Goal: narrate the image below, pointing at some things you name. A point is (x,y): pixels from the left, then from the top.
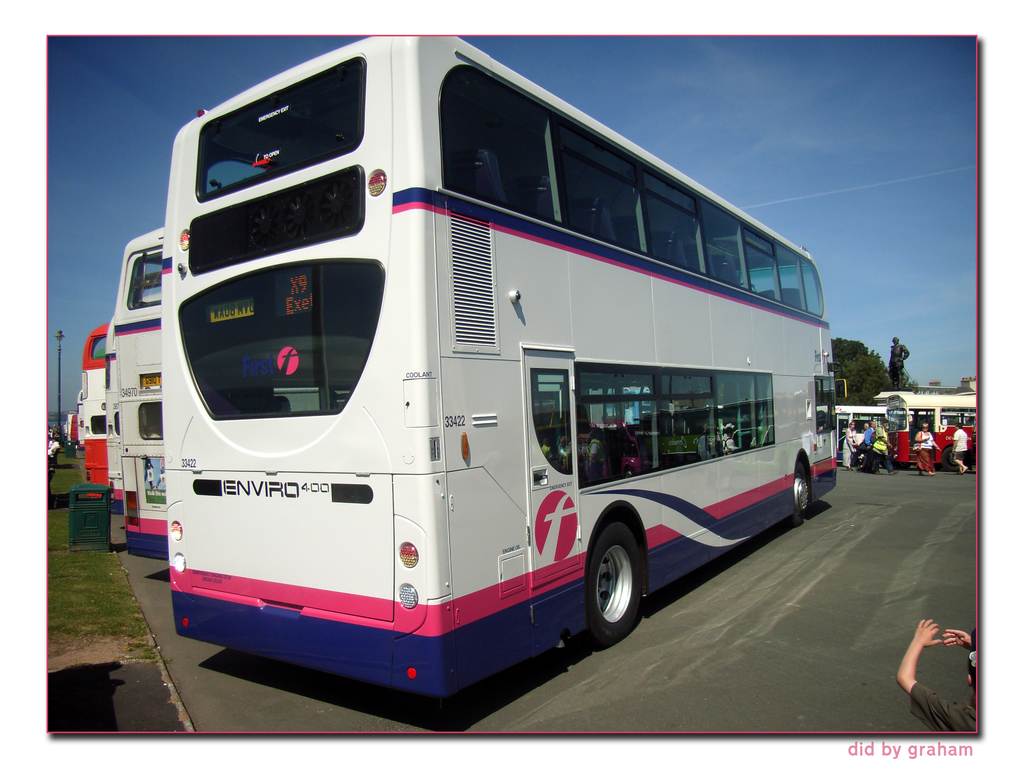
There are vehicles (749,369) and persons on the road (936,526). on the left side (74,619), there's grass (69,579) on the ground (69,579). In the background (836,345), there are trees (879,387) and there is a statue (898,380) and there are clouds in the blue sky (736,116).
